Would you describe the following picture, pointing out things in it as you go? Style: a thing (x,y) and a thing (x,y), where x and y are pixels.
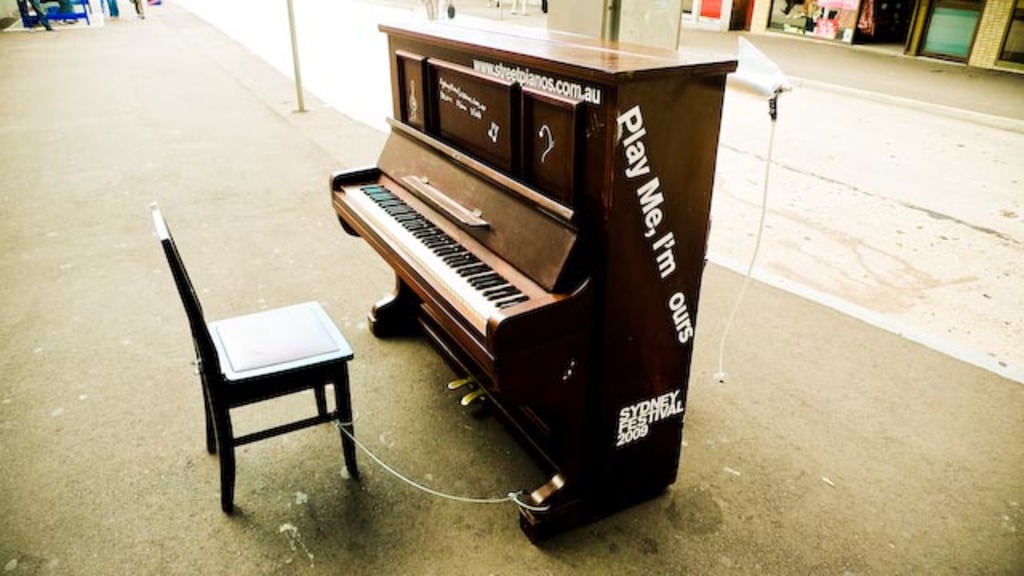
There is a chair (219,335) and antique wooden piano (671,447) on pavement (106,401) near shops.
